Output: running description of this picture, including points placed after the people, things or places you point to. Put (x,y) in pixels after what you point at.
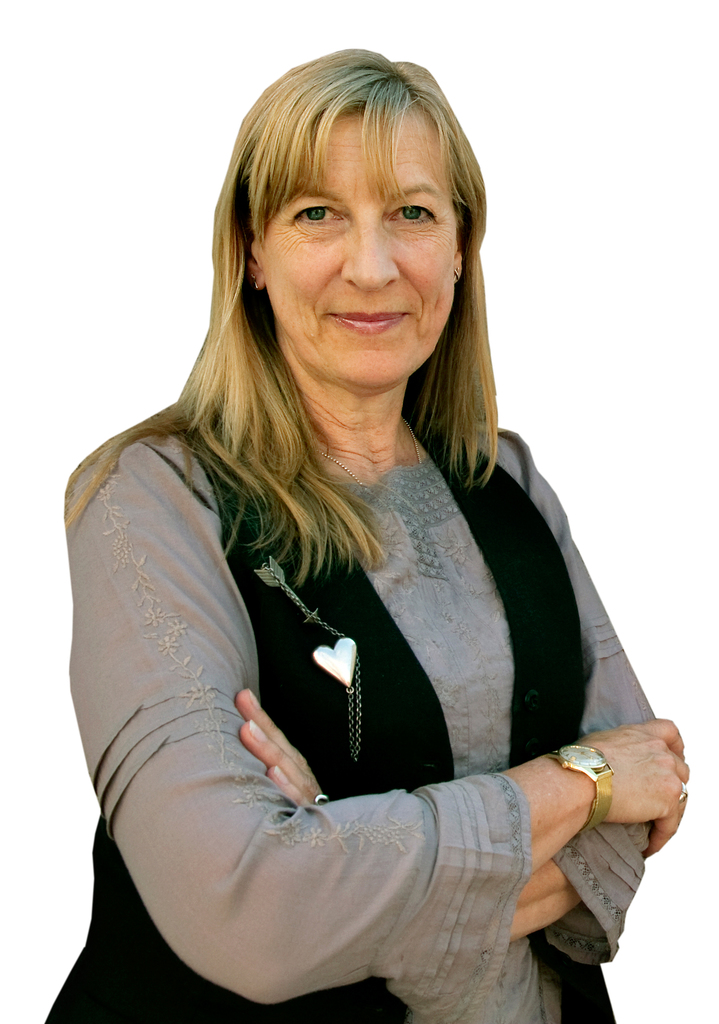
In this image we can see a woman (308,453) standing and wearing a black color jacket (280,553), also we can see the background (553,118) is white.
